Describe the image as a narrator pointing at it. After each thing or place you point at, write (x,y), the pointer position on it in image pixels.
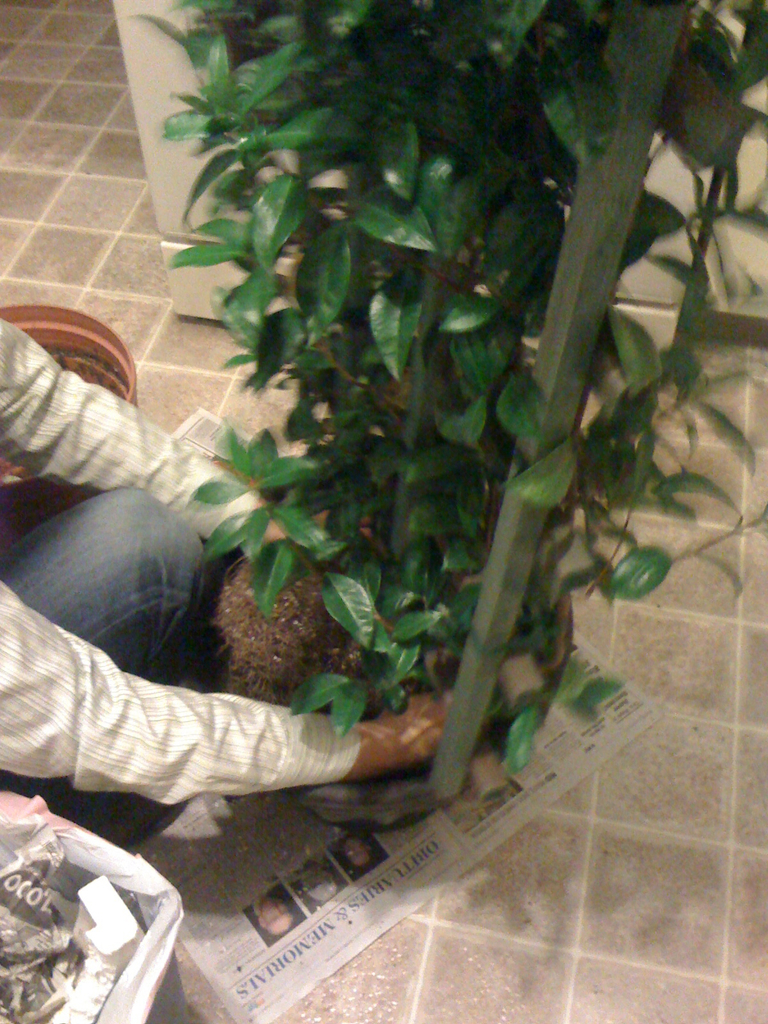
In the picture I can see the newspaper (510,815), trees (602,588) and one person (153,549). At the bottom of the image (338,998) I can see tiles (568,908).
